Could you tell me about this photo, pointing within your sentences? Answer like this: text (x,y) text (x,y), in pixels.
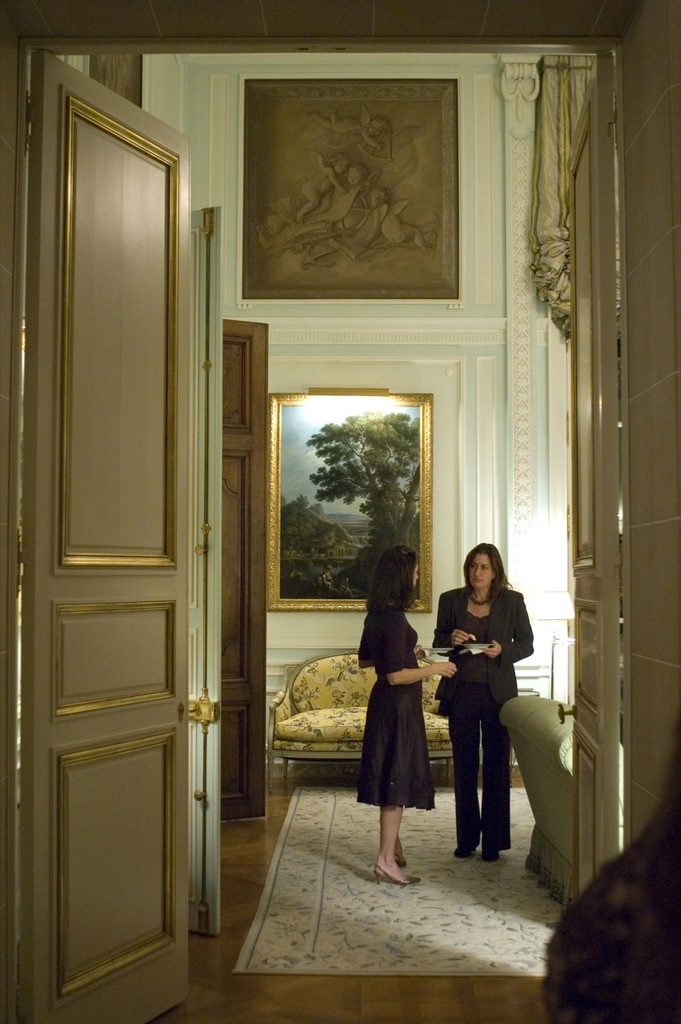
This image is taken from inside. In this image there are two ladies (430,798) standing on the floor (424,834), behind them there is a sofa (338,692) and a photo frame (385,455) hanging on the wall (495,517). On the right (608,710) and left side of the image (70,721) there is an open door (589,780) and a couch (536,837).
